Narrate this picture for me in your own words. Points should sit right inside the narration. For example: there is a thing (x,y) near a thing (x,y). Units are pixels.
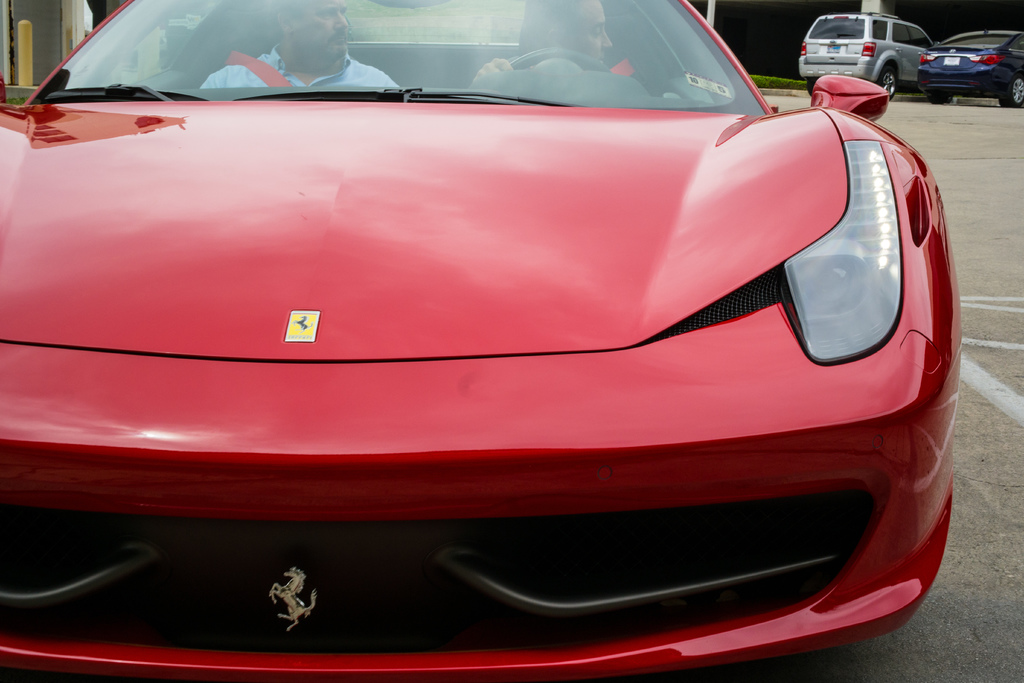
In this image we can see a few cars (724,302) on the road (1006,377), there are two persons (337,45) sitting in a red car (375,427), there is a grass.
